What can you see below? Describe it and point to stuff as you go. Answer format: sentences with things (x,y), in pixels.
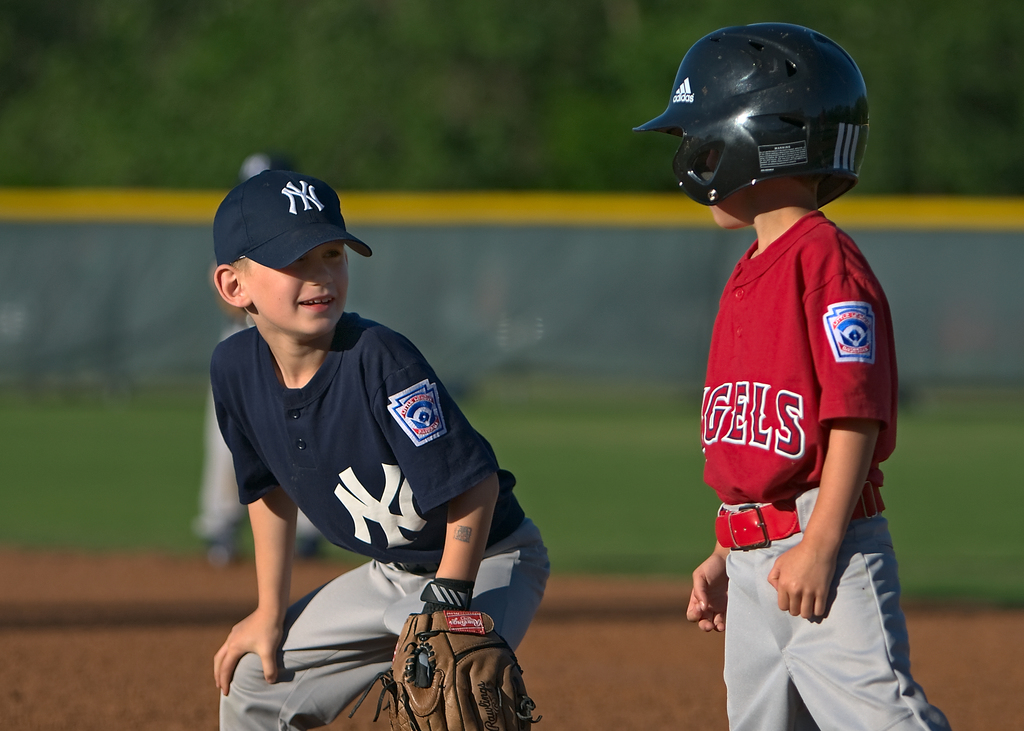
This kid (736,363) standing and wore helmet (789,78) and this boy (437,430) sitting like squat position and wore cap (302,214) and glove (449,635). In the background (444,119) it is blue and green color.
